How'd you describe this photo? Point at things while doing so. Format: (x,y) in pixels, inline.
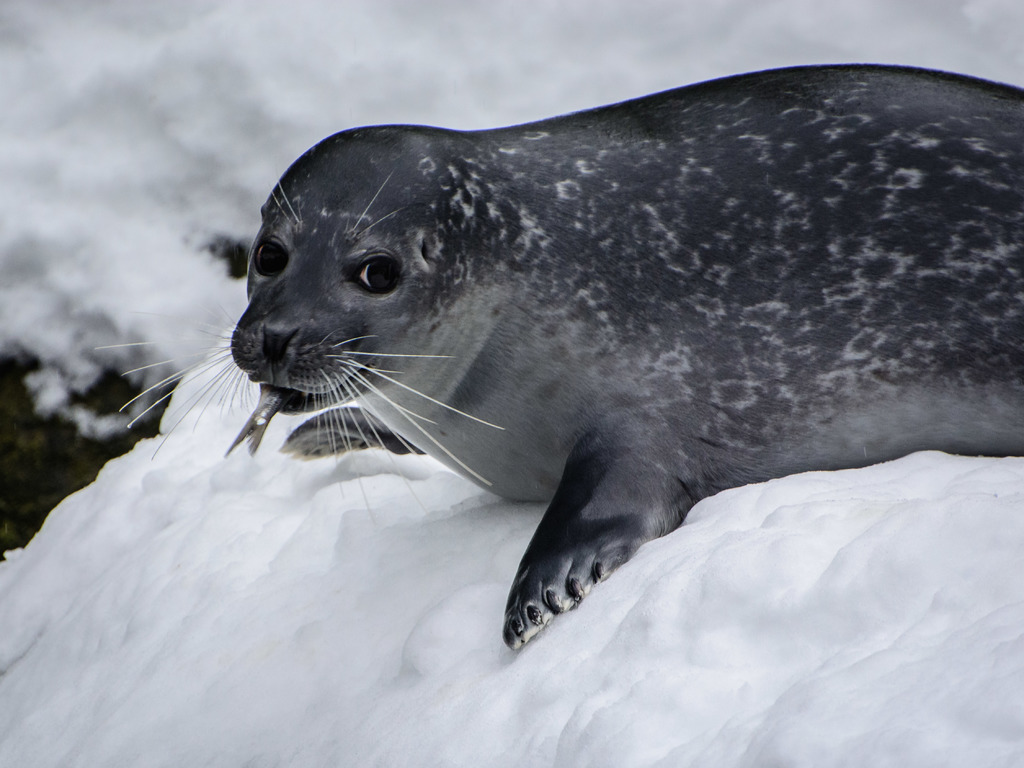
In the middle of the picture (500,339), we see a seal (508,392). At the bottom of the picture (481,670), we see ice (712,674). In the background (534,85), it is white in color. This picture is in color.
